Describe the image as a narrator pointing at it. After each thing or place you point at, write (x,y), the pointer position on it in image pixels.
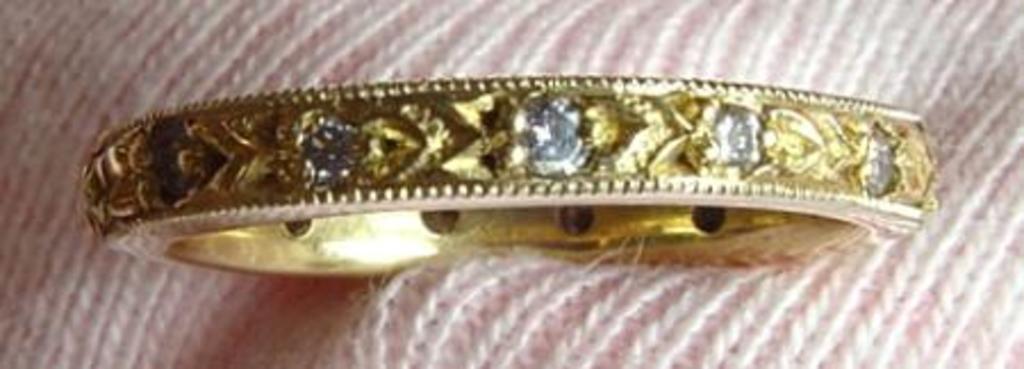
In the center of the image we can see one woolen cloth (568,353), which is in pink color. On the cloth (501,251), we can see one golden ring (525,172).
